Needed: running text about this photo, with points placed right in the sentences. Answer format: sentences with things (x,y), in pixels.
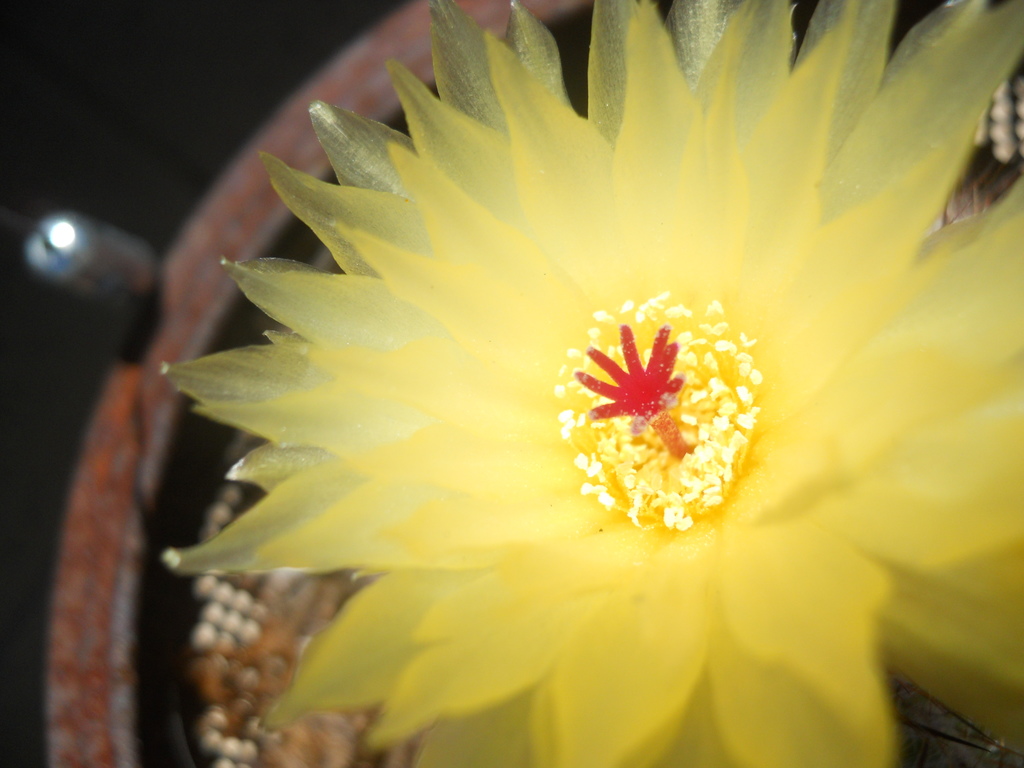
In this image, we can see a flower (661,218) which is in yellow color. On the left side (237,185), we can see a flower pot (193,286). In the background (55,222), we can see a light and black color.
